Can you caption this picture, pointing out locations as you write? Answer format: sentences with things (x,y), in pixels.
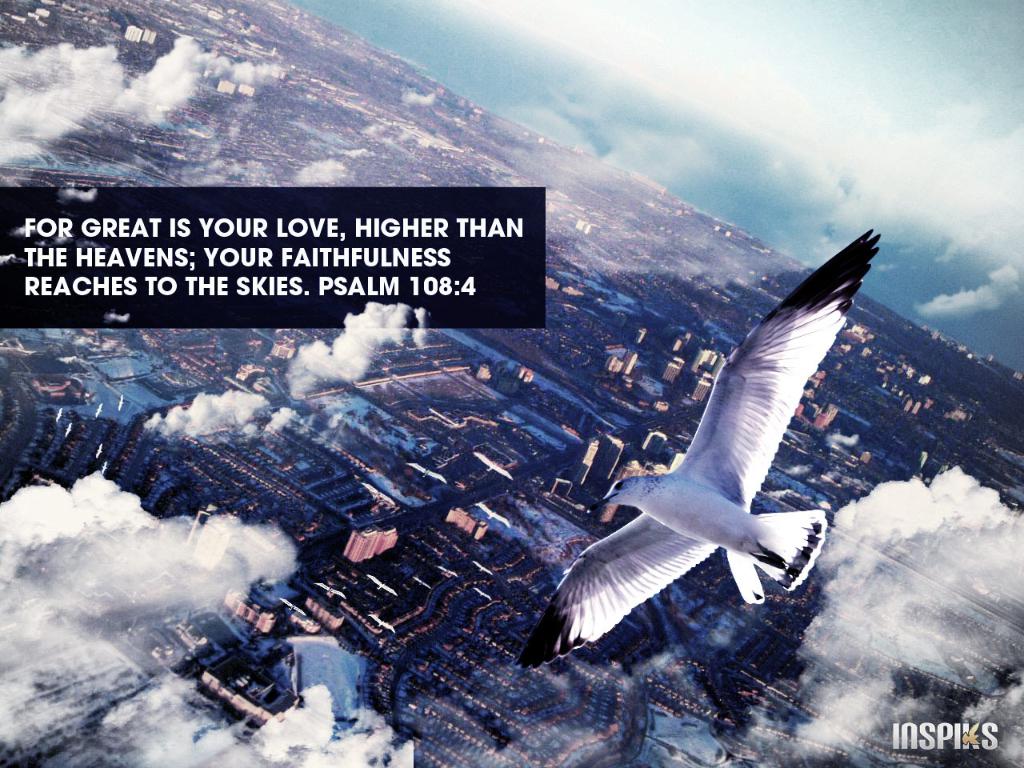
In this picture I can see there are clouds (833,555), in the middle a bird (764,381) is flying in the sky (772,202). On the left side (89,255) there is the text (372,269), in the bottom right hand side (927,727) there is water mark (928,736).
